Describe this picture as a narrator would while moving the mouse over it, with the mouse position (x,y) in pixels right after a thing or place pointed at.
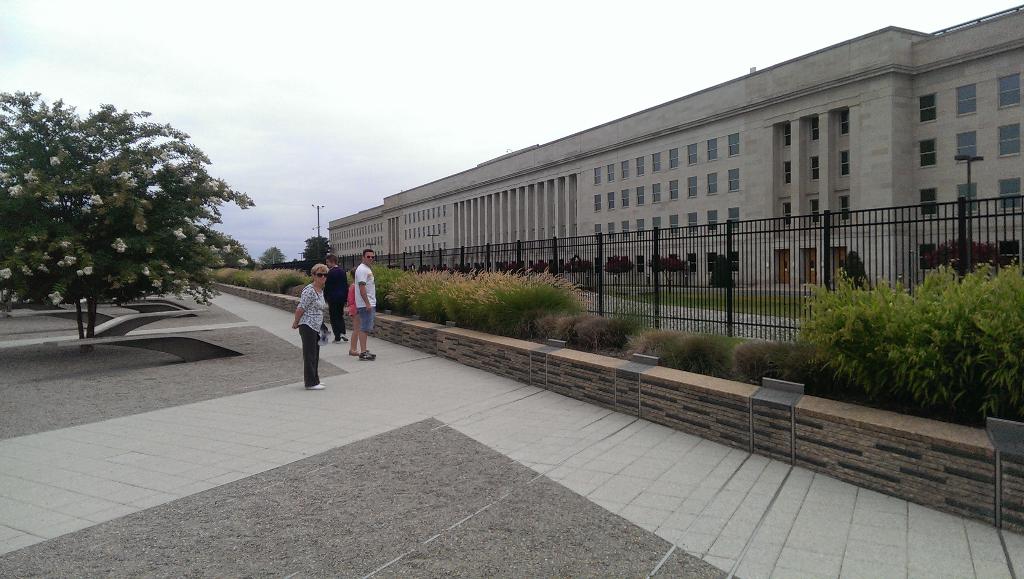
There are few people (316,342) standing. This is a building (781,185) with the windows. I think this is a kind of the barricades (731,288). This is a tree (118,241) with the flowers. I can see the bushes (543,316) and plants (472,304). I think these are the benches (134,315). Here is the sky (340,37). This looks like a pole (316,236).
